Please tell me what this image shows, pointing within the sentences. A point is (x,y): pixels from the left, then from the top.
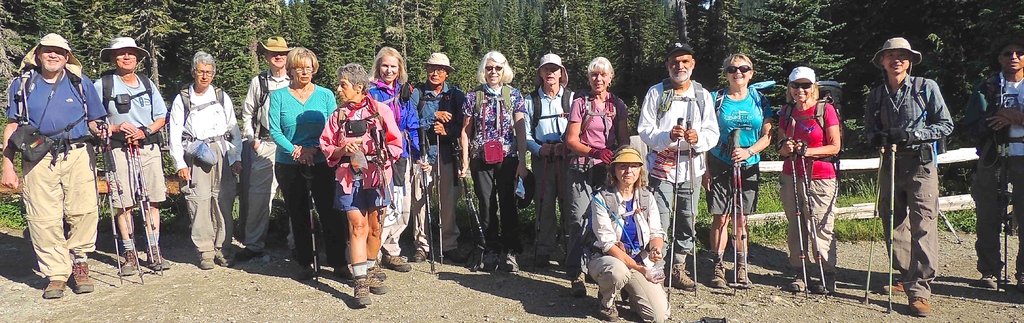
In this picture we can see a group of people (115,119) standing on the ground (554,270) and some people (908,230) wore caps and holding sticks (136,164) with their hands (1017,121) and carrying bags (34,86) and some objects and in the background (760,192) we can see plants (703,179), trees (533,45).
